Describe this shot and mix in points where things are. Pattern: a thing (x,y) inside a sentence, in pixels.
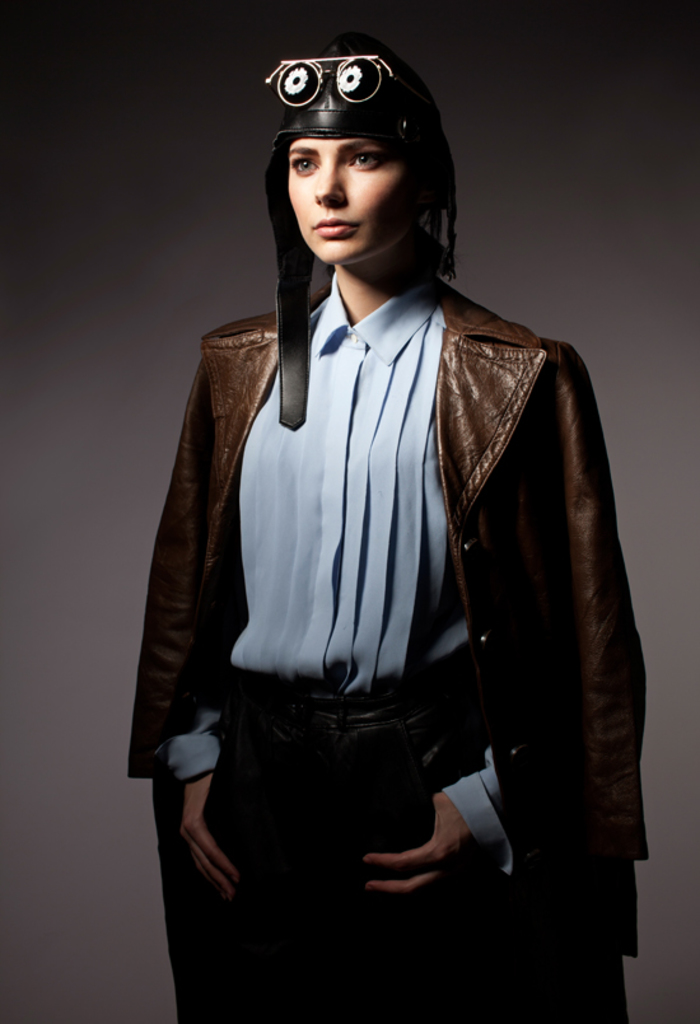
In the foreground of this image (360,687), there is a woman (306,834) standing and wearing a brown coat (254,371) and a helmet like structure (406,94) to her head (381,163) and the background (122,278) is in grey color.
